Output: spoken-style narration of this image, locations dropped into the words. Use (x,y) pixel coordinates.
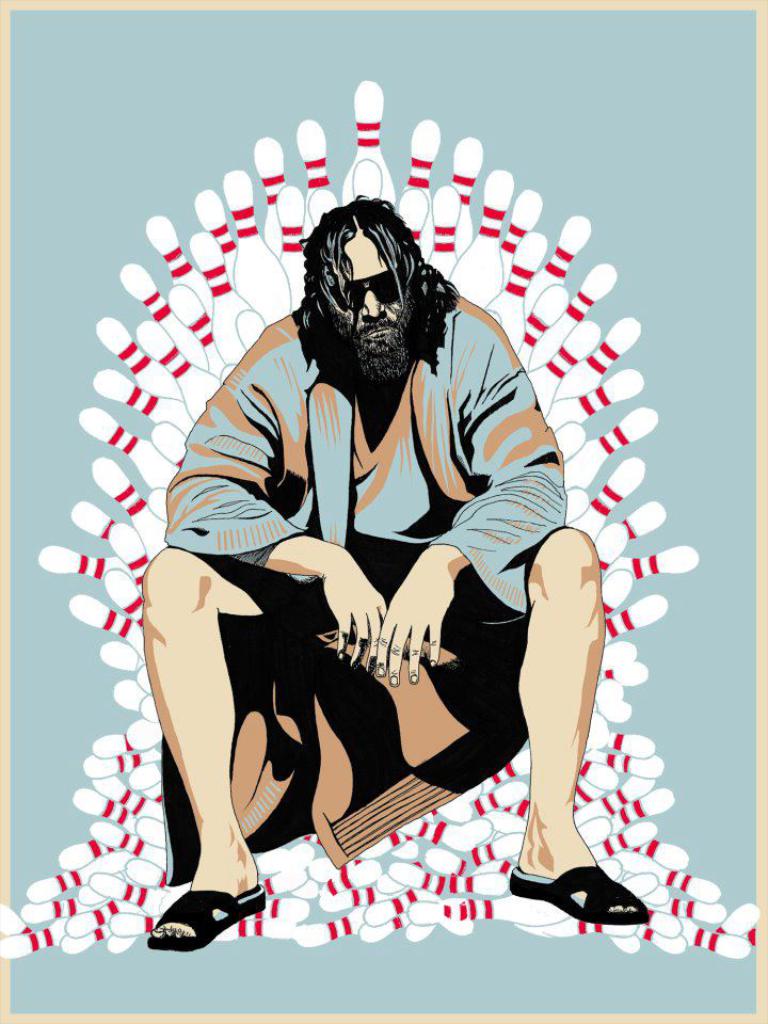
This is an animated image I can see a person (388,395) sitting and behind him I can see bowling pins (244,219).
